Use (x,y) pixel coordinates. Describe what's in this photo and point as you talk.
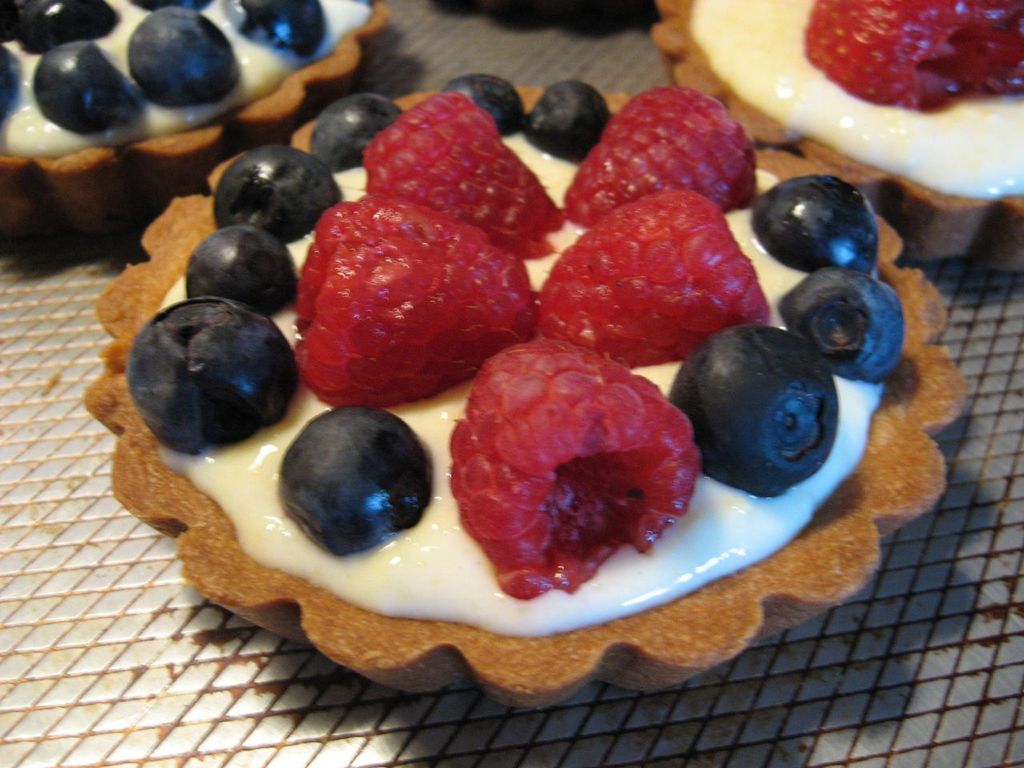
The picture consists of food items (688,61), looking like tarts (643,435) on a baking sheet (938,743).
